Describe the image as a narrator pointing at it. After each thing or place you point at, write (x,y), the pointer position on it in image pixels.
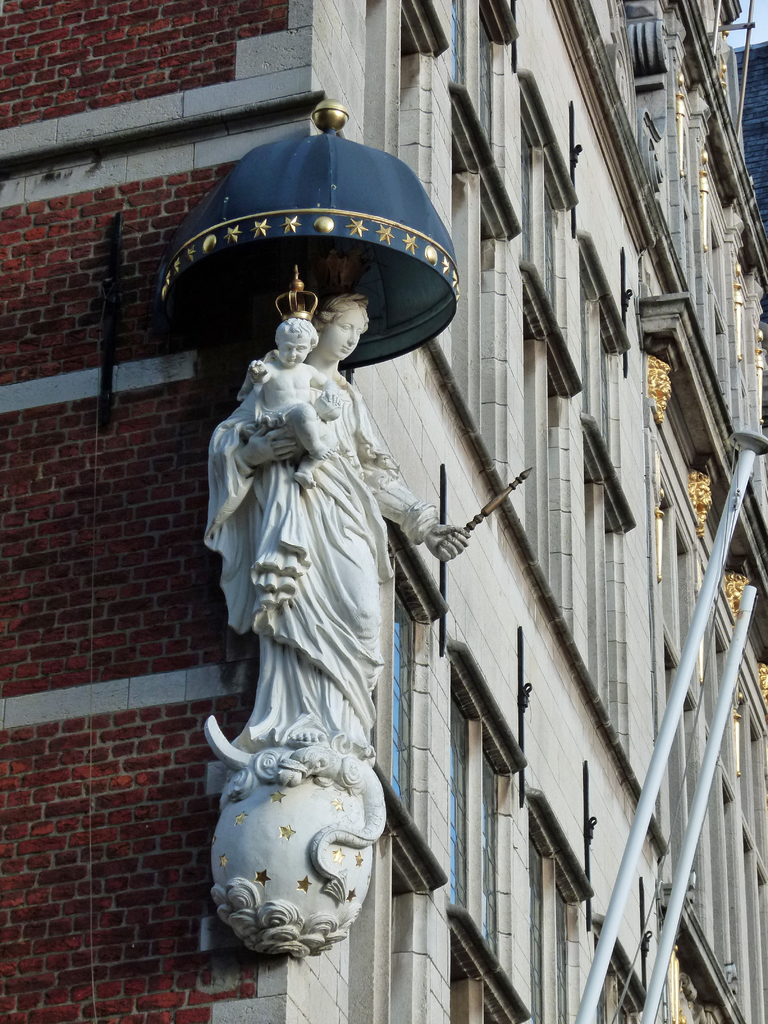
In this image I see the sculpture (251,386) over here which is of a woman (325,466) and a baby (280,360) and the sculpture (336,459) is of white in color and I see the building (274,32) and I see the white rods (696,647) over here and I see number of windows (586,607).
